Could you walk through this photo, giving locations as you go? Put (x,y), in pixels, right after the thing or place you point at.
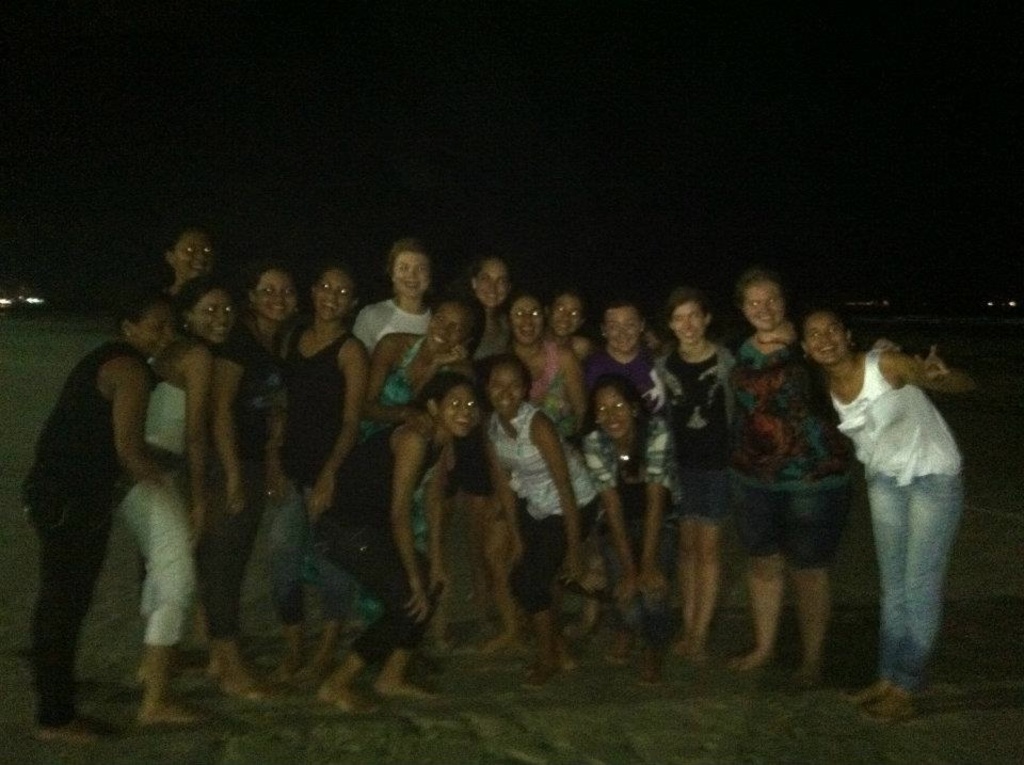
In the picture I can see a group of women (530,334) standing on the ground (277,636) and I can see the smile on their faces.
